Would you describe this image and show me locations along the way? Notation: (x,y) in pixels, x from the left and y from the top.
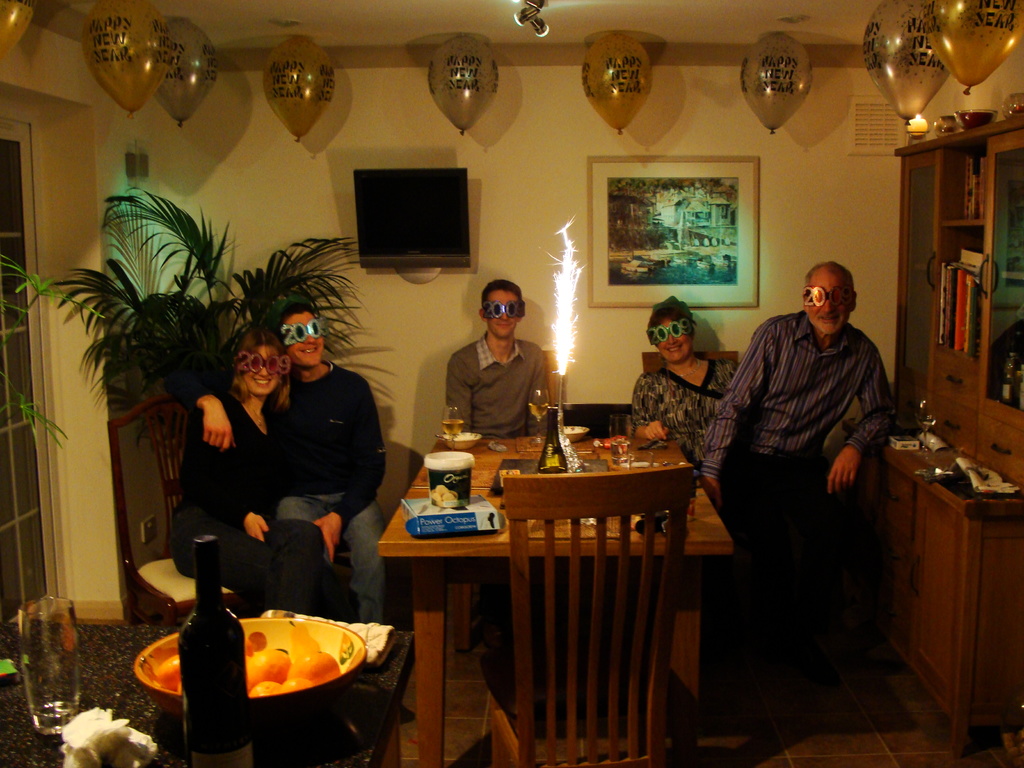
In the picture I can see a few persons (882,398) sitting on the wooden chairs (153,414) and there is a smile on their faces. I can see the tables (699,515) and chairs (509,711) on the floor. I can see the bowls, an alcohol bottle (553,466) and a sparkle candle (559,420) are kept on the table (511,449). I can see a plate (296,651), a glass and bottle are kept on the marble table (2,704) on the bottom left side (12,712). I can see the balloons (284,108) at the top of the picture (1003,18). I can see a photo frame (601,217) and television (369,205) on the wall (520,190). I can see a wooden drawer (937,243) on the right side (983,309). There is a plant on the left side (230,311).
